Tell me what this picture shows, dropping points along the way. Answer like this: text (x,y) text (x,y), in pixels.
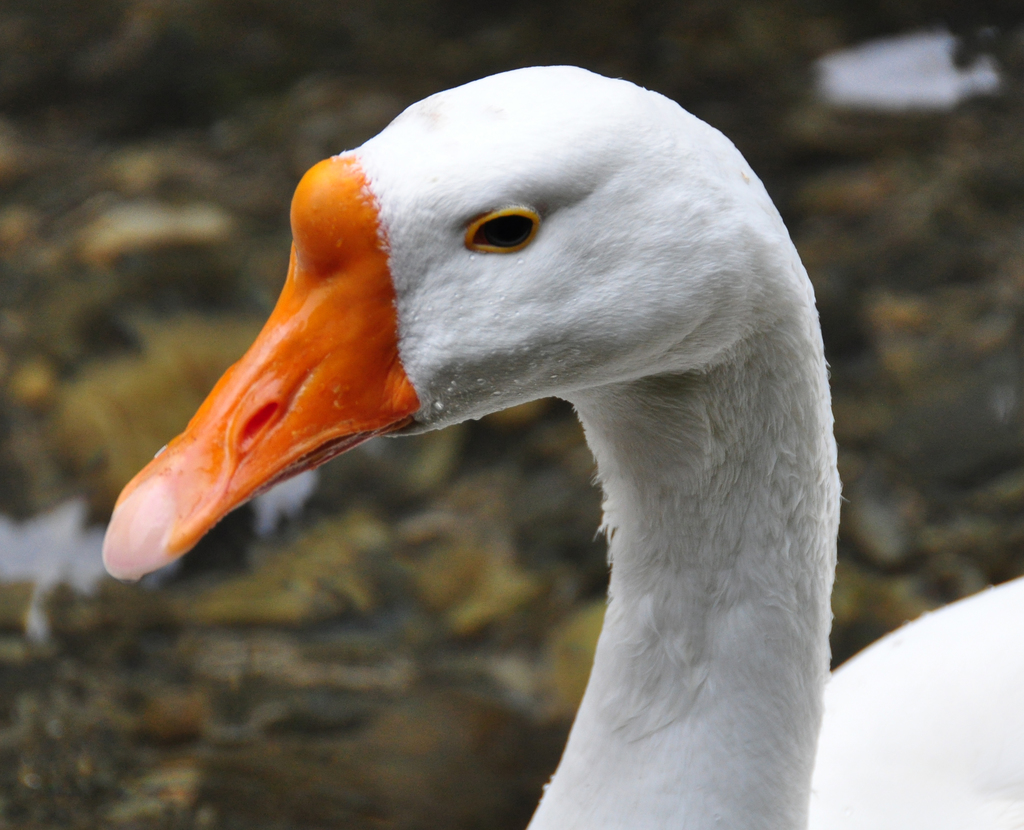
In this image I can see a beautiful goose (656,195) in white color, its beak (375,342) is in orange color.
